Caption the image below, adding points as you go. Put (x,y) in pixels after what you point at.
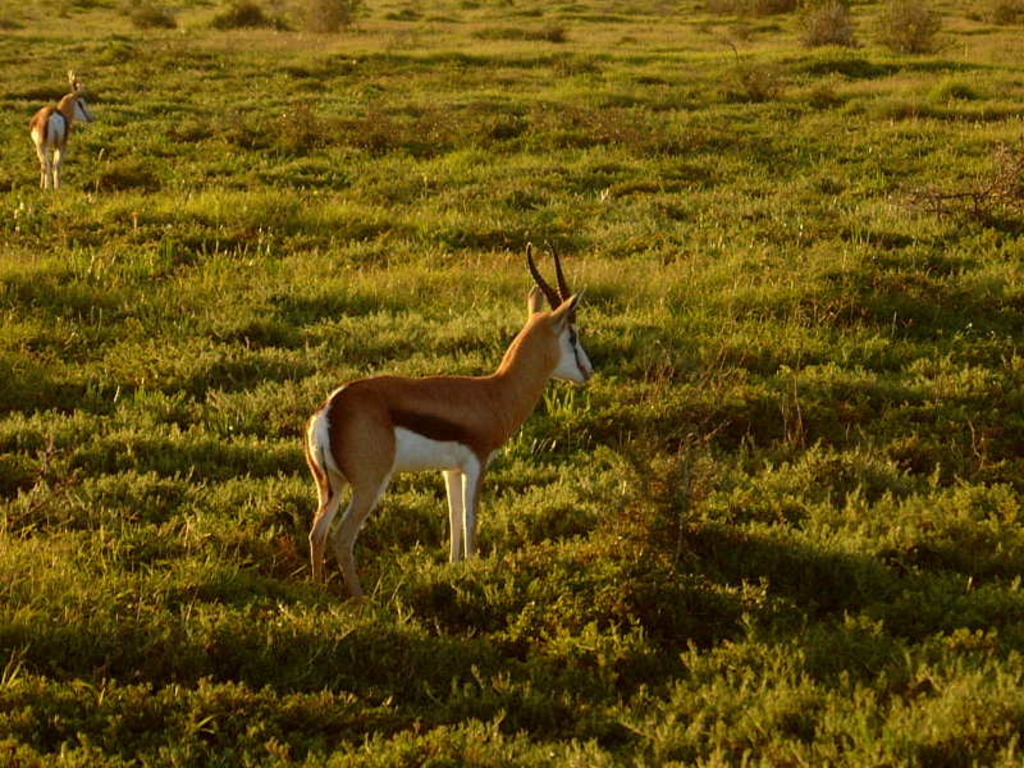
In this picture we can observe two deer (58,108) standing on the ground (142,236). We can observe some grass (251,331) and plants (635,437) on the ground (635,437). The two deer (366,446) are in brown and white color.
